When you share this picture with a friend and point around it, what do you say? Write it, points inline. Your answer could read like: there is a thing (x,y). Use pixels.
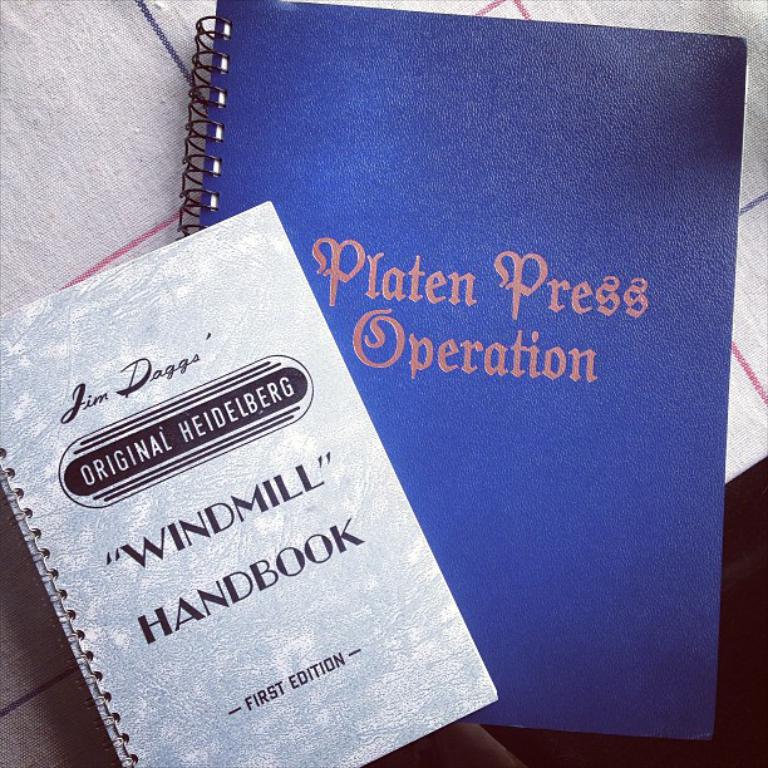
In this image we can see books (593,436) placed on the surface (95,182).
